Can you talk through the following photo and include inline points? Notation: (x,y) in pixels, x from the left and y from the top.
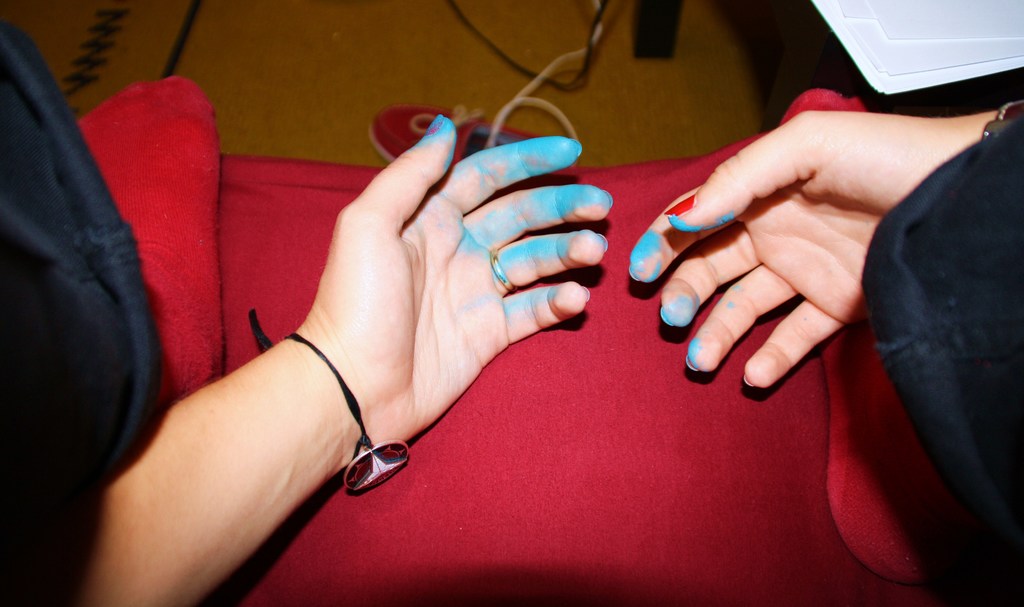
In this image I can see hands (827,276) of person (666,322) and on these hands (496,175) I can see blue colour. I can also see a red colour thing (650,383) in the front (766,423) and on the top of this image (893,29) I can see a red colour shoe (466,149) and few white colour papers (1012,36). I can also see few black colour things (984,220) on the both side of this image.
